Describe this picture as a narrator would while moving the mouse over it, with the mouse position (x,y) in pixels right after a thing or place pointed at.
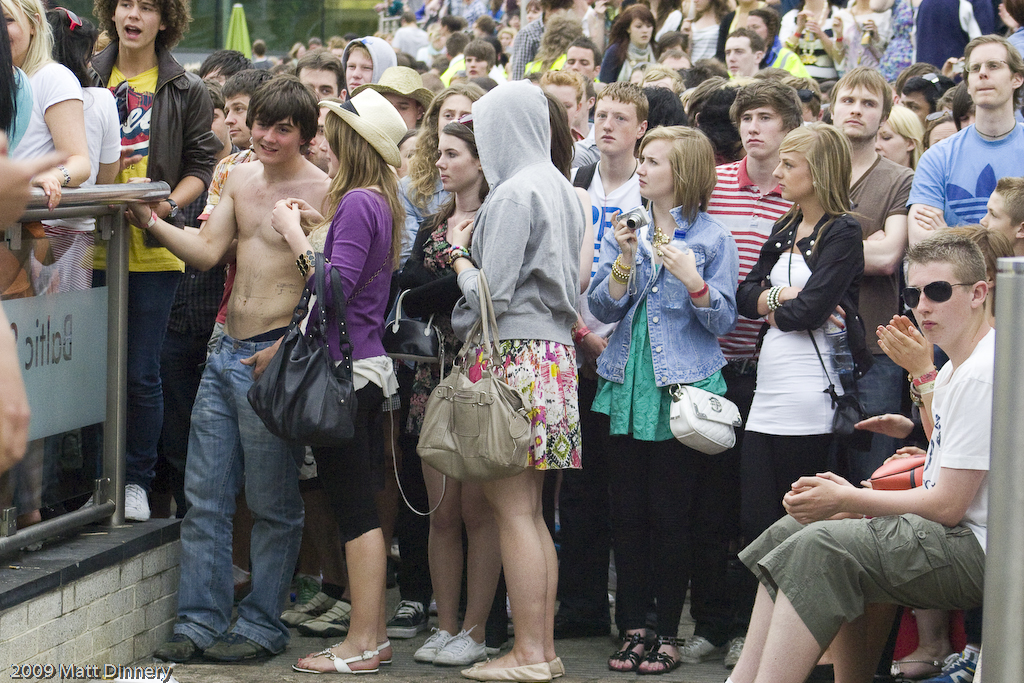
In this image we can see a group of people (300,496) standing. In that some woman (357,486) are carrying the bags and a woman (646,602) is holding a camera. On the right side (865,534) we can see some people (888,546) sitting. On the left side (36,471) we can see a fence (48,457).
